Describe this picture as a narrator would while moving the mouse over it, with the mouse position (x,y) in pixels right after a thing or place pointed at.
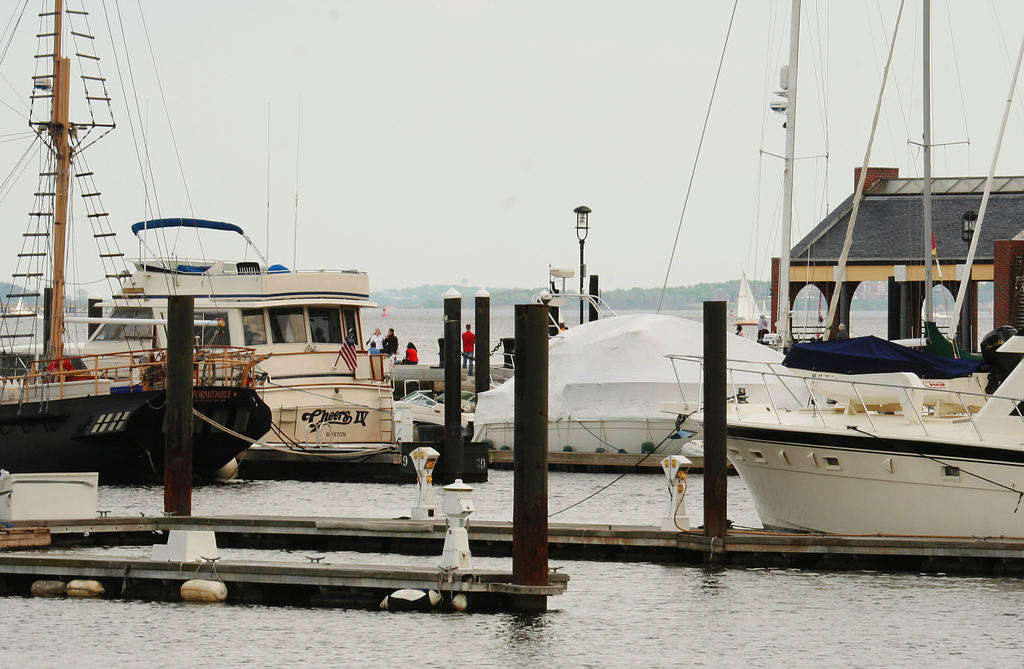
These are the ships (968,443) in water (722,635). At the top (490,106) it's a sky (397,130).
